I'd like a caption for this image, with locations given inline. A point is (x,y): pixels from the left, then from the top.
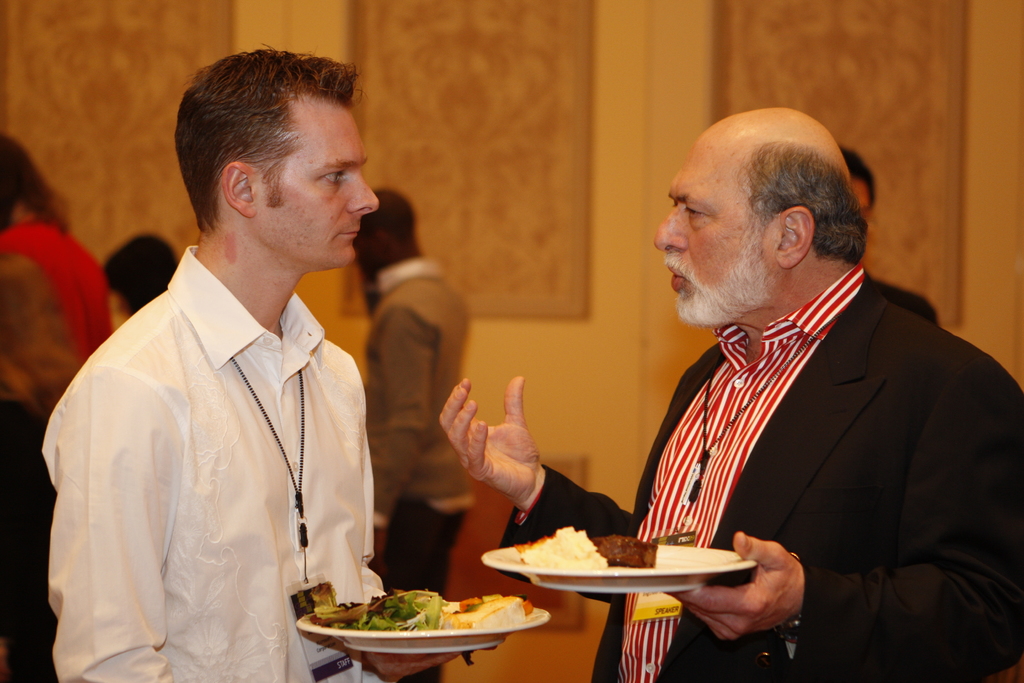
In this image there are two men (283,648) standing, holding plates (473,631) in their hands (383,671), in the background (31,389) there are people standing and there is a wall (559,98).
